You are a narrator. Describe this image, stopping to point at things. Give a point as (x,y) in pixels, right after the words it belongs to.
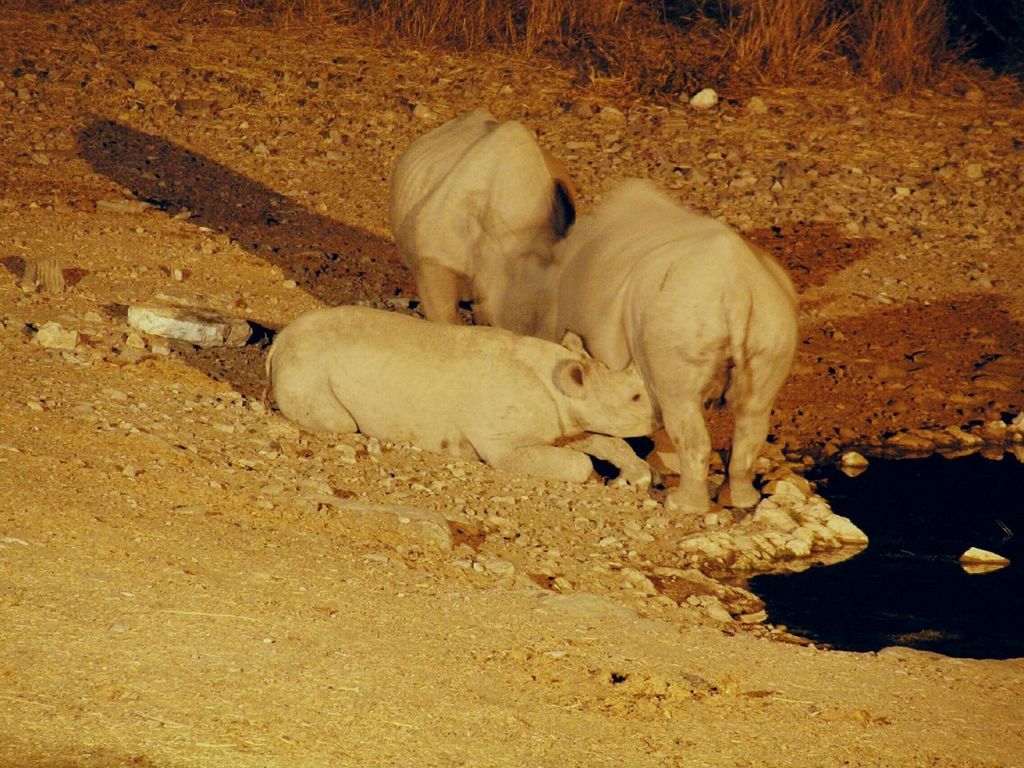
In this image I can see the animals (419,332) on the ground (462,481). To the side of these animals (616,411) I can see the water (847,509). In the background (602,31) I can see the grass (512,48).
